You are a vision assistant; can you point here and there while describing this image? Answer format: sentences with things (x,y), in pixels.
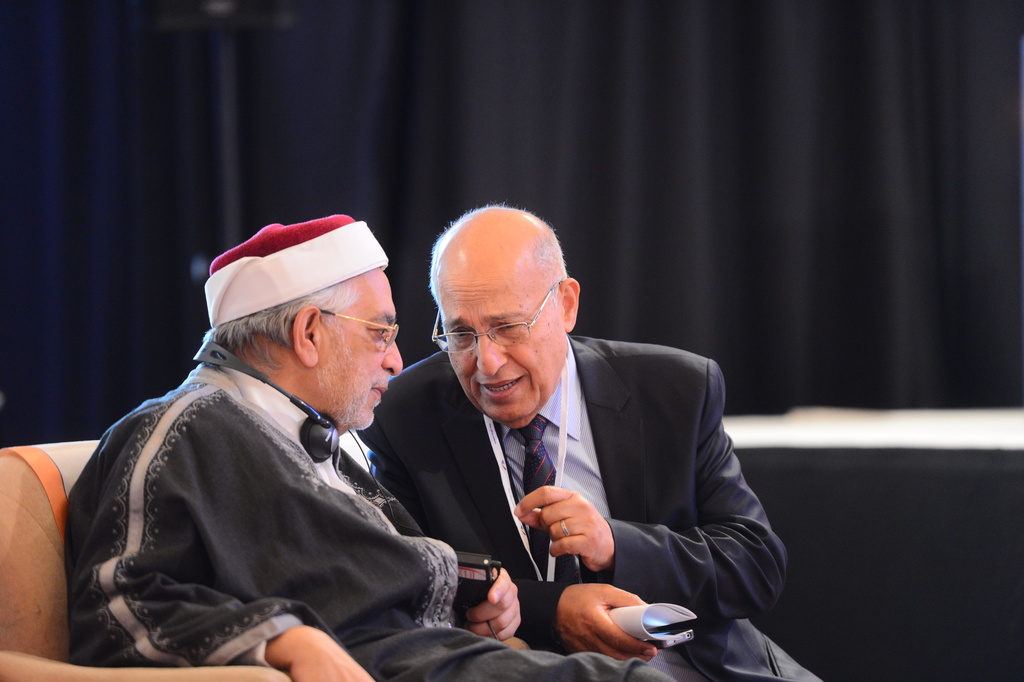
There are two men (267,398) those who are sitting in the center of the image (645,432) and there is black color curtain (536,111) in the background area (589,111).
